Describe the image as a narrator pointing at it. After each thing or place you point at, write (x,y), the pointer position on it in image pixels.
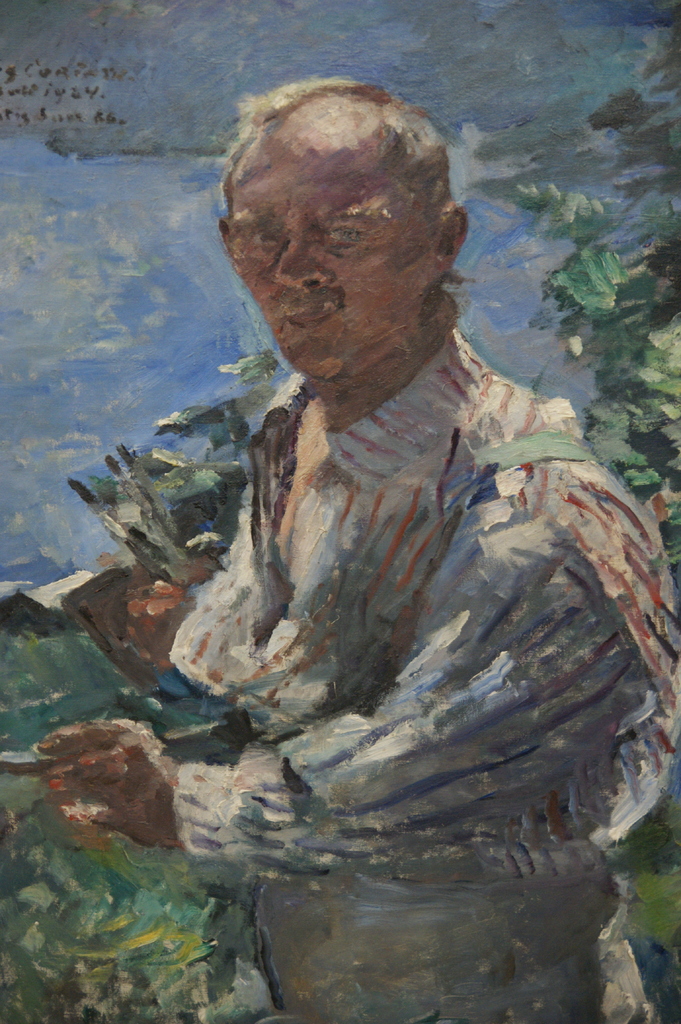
There is a painting (364,205). In which, there is a person (454,469) holding an object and standing. In the background (616,315), there are plants (37,827) and trees (649,219) near the water (111,262).
